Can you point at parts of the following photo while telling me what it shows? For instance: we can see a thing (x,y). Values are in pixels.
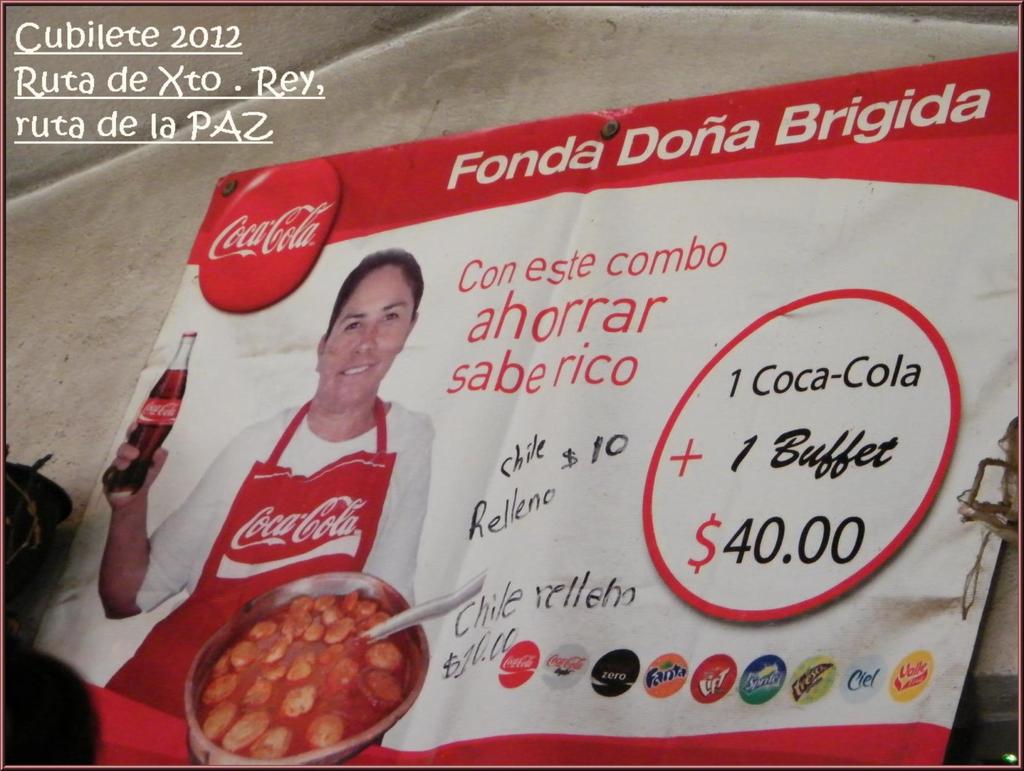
This image consists of a poster (612,403). In which there is a woman (315,530) holding a coke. And there is a text (637,300). In the background (191,101), there is a wall (402,98).
